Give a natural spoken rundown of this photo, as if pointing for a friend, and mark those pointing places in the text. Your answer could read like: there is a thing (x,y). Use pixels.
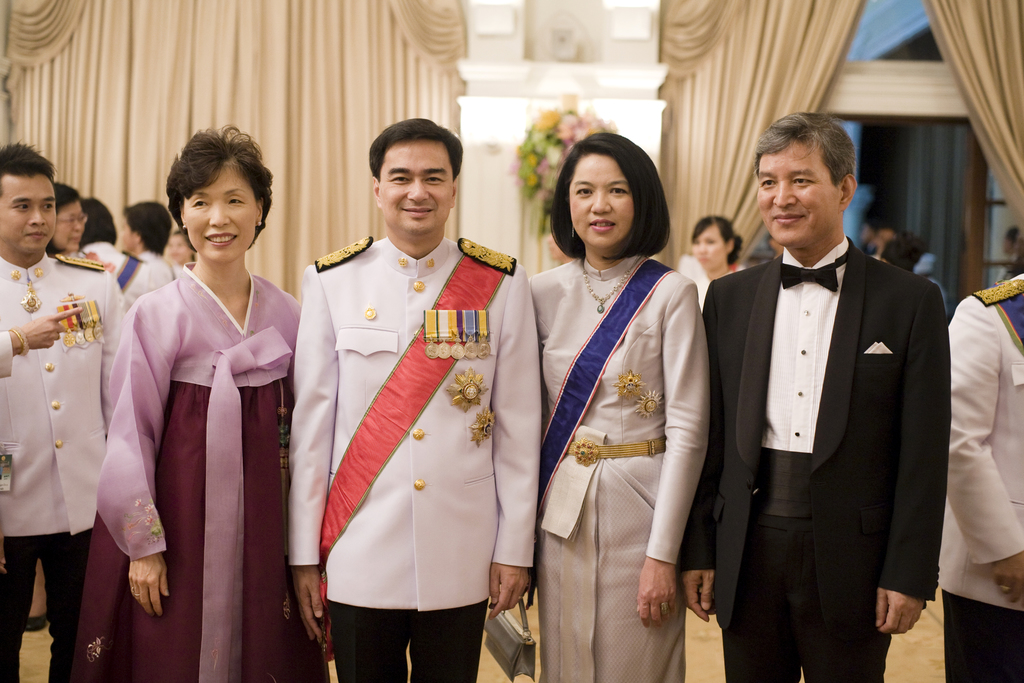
In the image in the center (591,289) we can see few people (414,356) were standing and they were smiling. In the background (19,45) there is a wall (609,104), flower bouquet (548,149), curtains (819,38) and few people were standing.
